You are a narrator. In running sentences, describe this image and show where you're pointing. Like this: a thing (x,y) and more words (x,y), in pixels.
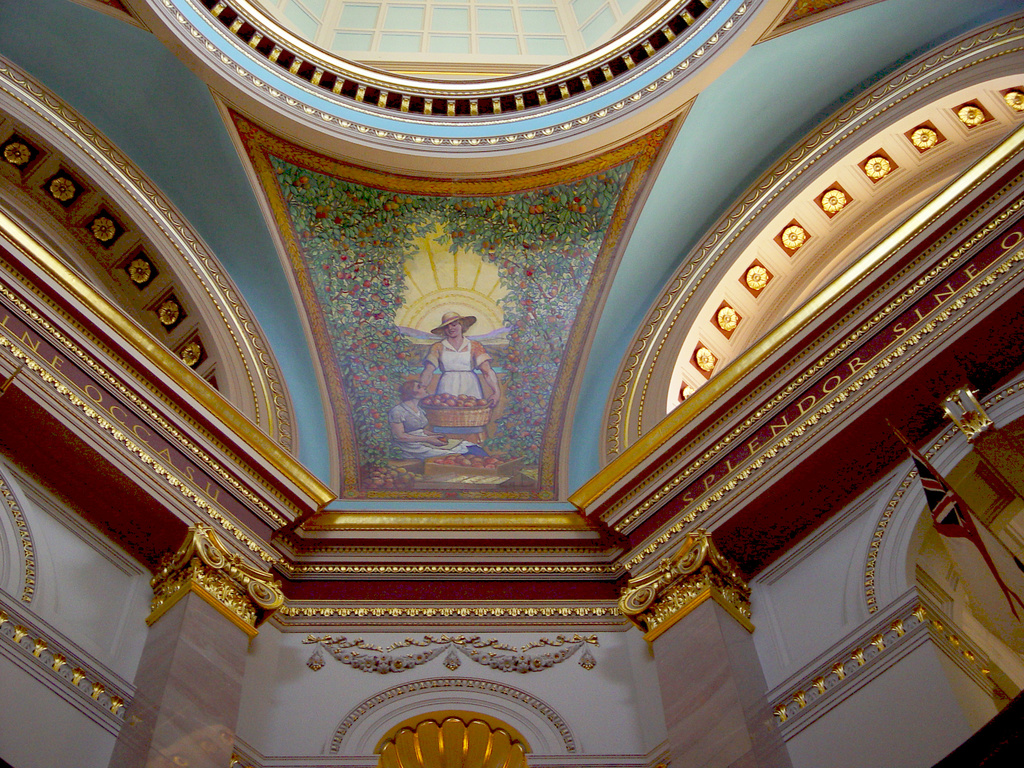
Here in this picture we can see an interior view of a building (979,627) and in the middle (397,497) we can see a painted design (407,465) with trees (341,199) and couple of people (413,437) on that over there and on right side (937,506) we can see a flag post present over there.
